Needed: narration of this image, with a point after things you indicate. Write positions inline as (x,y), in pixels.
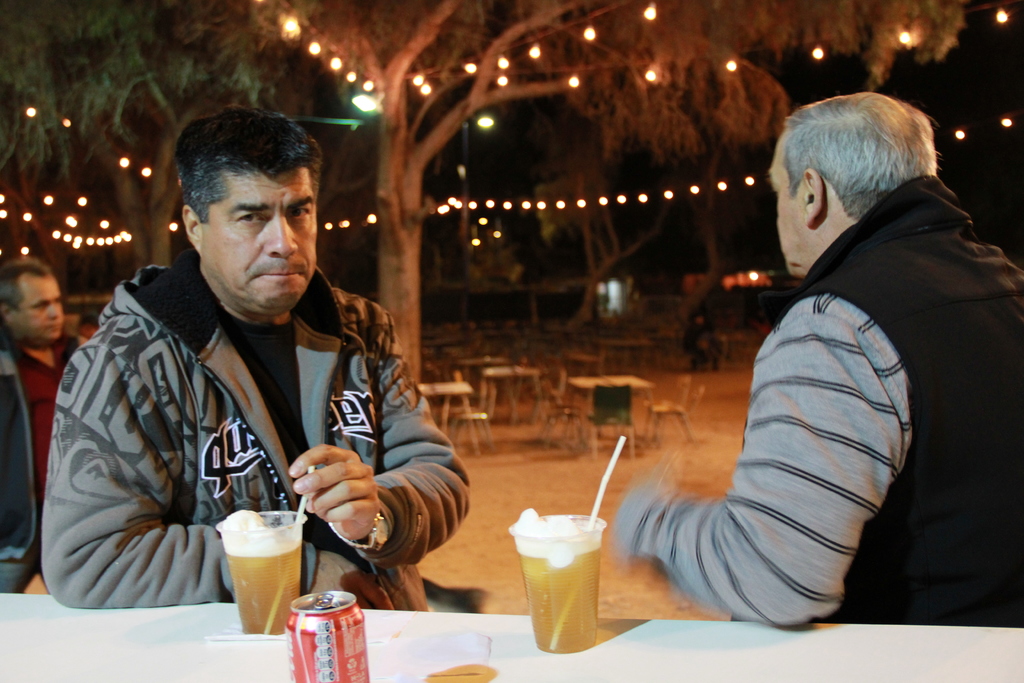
In this image there are two people (381,424) standing in front of the table (126,637) with drinks (320,605) on it, behind them there is a person (33,521) standing and trees (710,76) with decoration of lights (586,202), beneath the trees (561,194) there are tables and chairs (479,419) are arranged. The background (510,351) is dark.
